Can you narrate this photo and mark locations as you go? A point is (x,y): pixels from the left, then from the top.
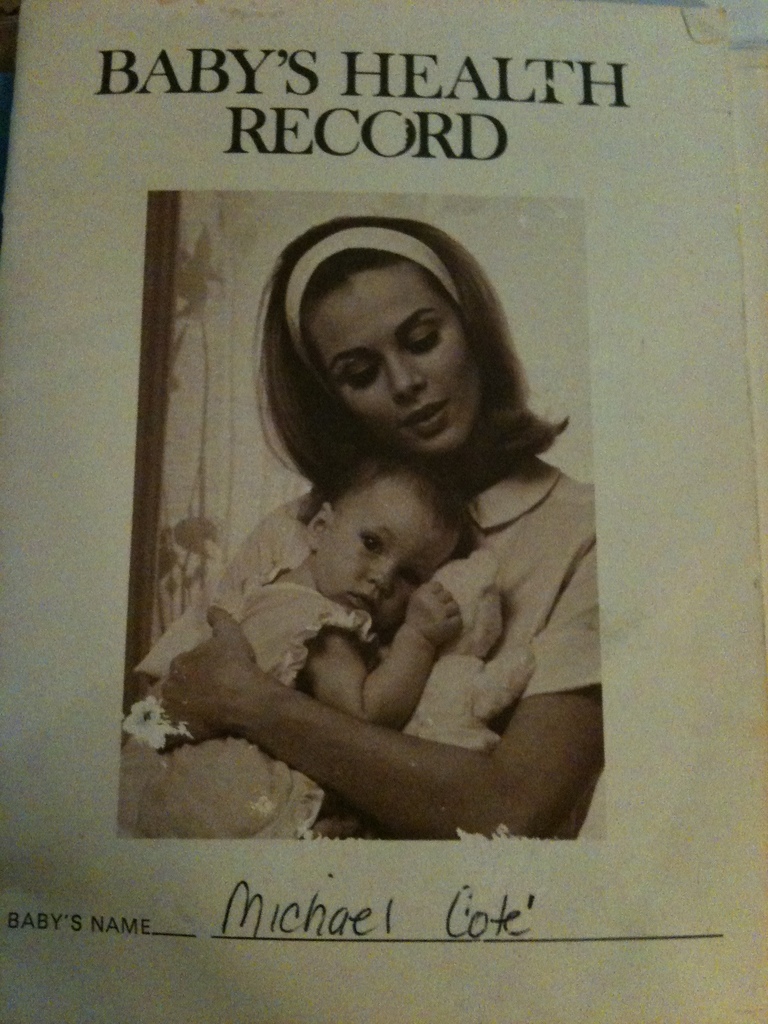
In this image I can see the person (534,496) is holding the baby (320,600) and something is written on the paper (669,489).
